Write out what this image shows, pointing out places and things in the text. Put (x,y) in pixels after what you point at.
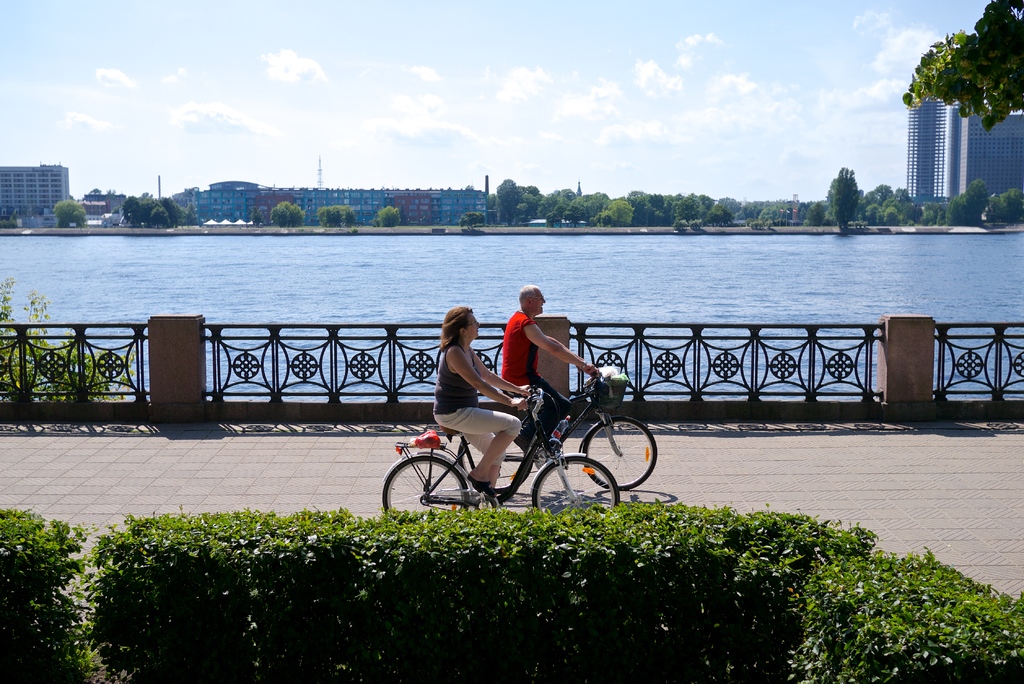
In this image I can see a man (511,357) and woman (467,406) riding a bicycle (570,491). This is a big river (721,276) with full of water (255,286) in it. I can see a building (266,199) at the background (363,196). I can see trees (817,211) at the right side of the image (968,203). I can see small bushes (517,590), and it is like a pathway (336,459). I can see sky (309,80) with clouds (406,98), It looks like a sunny day. And these are the iron gate (245,336) which is a kind of a compound (361,364).
